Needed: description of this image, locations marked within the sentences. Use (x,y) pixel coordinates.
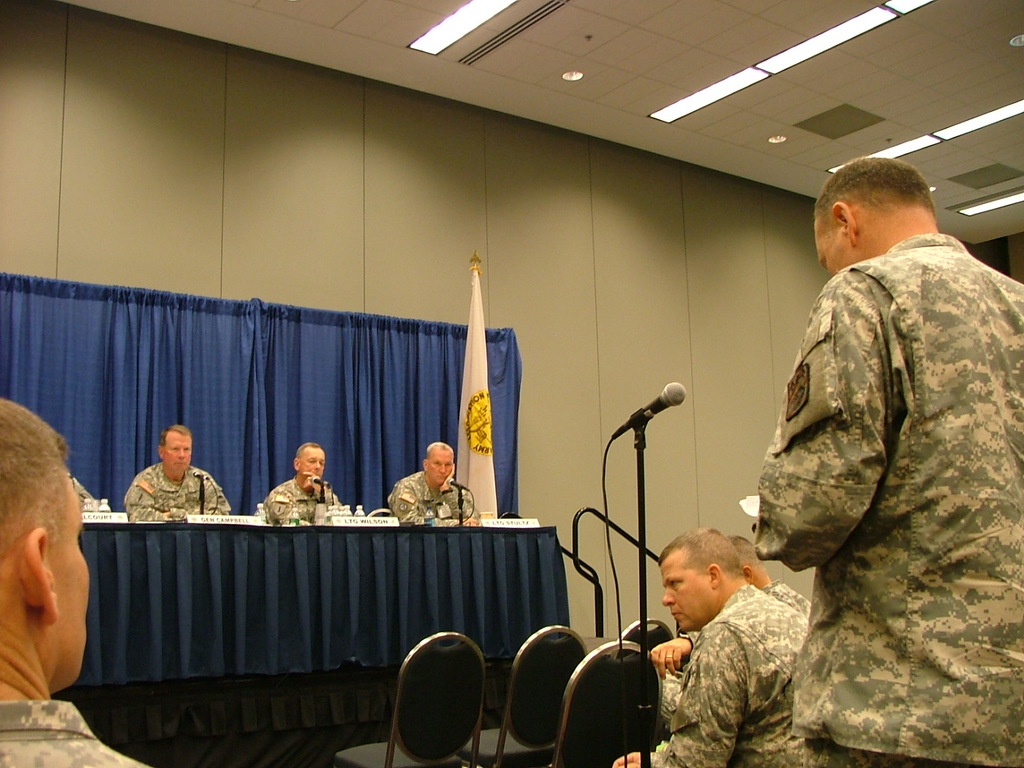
In the center (428,499) we can see three persons (192,482) were sitting. In front of them we can see the microphone (319,506) and table (417,591). Coming to the bottom (747,694) we can see some persons (721,663) were sitting and standing. We can also see empty chairs (553,677). Coming to the background (644,299) we can see the wall (641,304).
